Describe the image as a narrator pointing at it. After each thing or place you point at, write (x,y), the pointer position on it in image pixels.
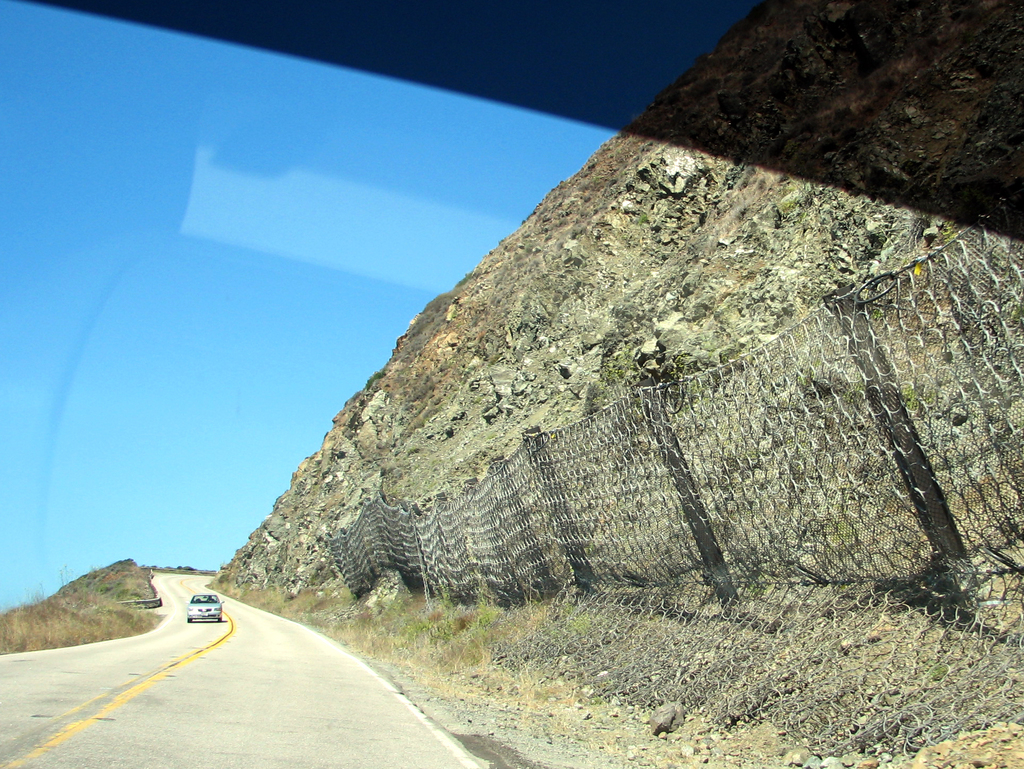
In this image we can see a car (205,603) on the road (245,641), there is a mountain (797,252) and a fence (525,527) on the right side (684,479) and grass (53,618) on the left side of the picture (95,601) and the sky (247,239) in the background (271,247).
